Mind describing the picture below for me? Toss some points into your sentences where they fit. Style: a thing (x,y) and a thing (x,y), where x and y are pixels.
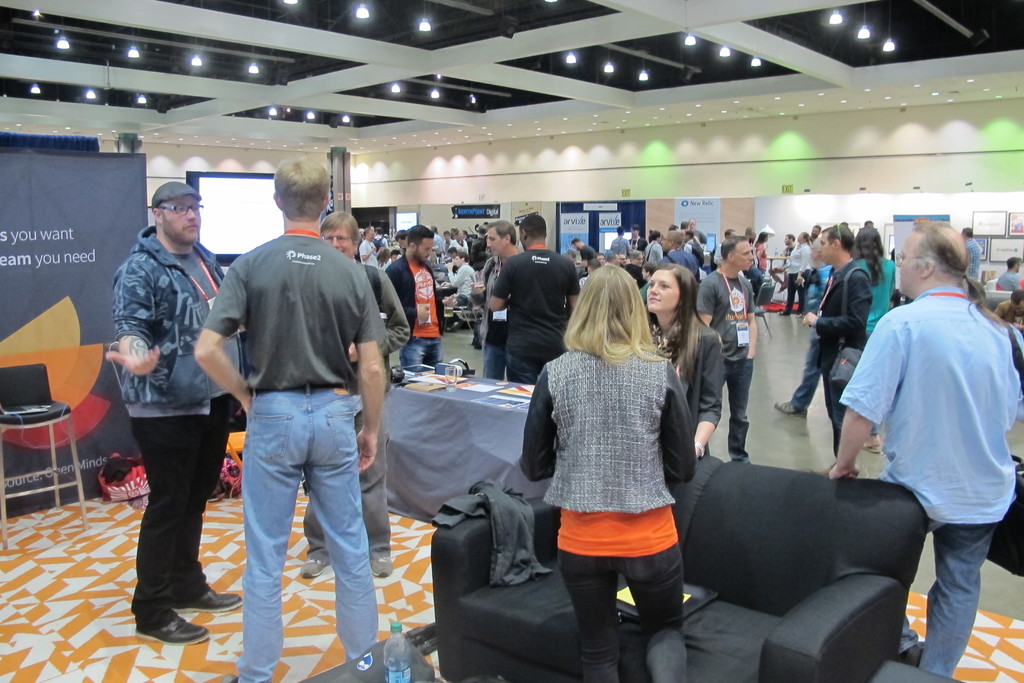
In the image it looks like some event is going on, there are a lot of people (311,190) gathered in a hall (883,222) and there are a lot of banners (454,210) around them, in the foreground (558,602) there is a sofa (541,507) and behind the sofa (810,532) there is a table (421,407) and on the table (414,422) there are some papers (438,387), in the background (254,204) there is a projector screen (238,204).
